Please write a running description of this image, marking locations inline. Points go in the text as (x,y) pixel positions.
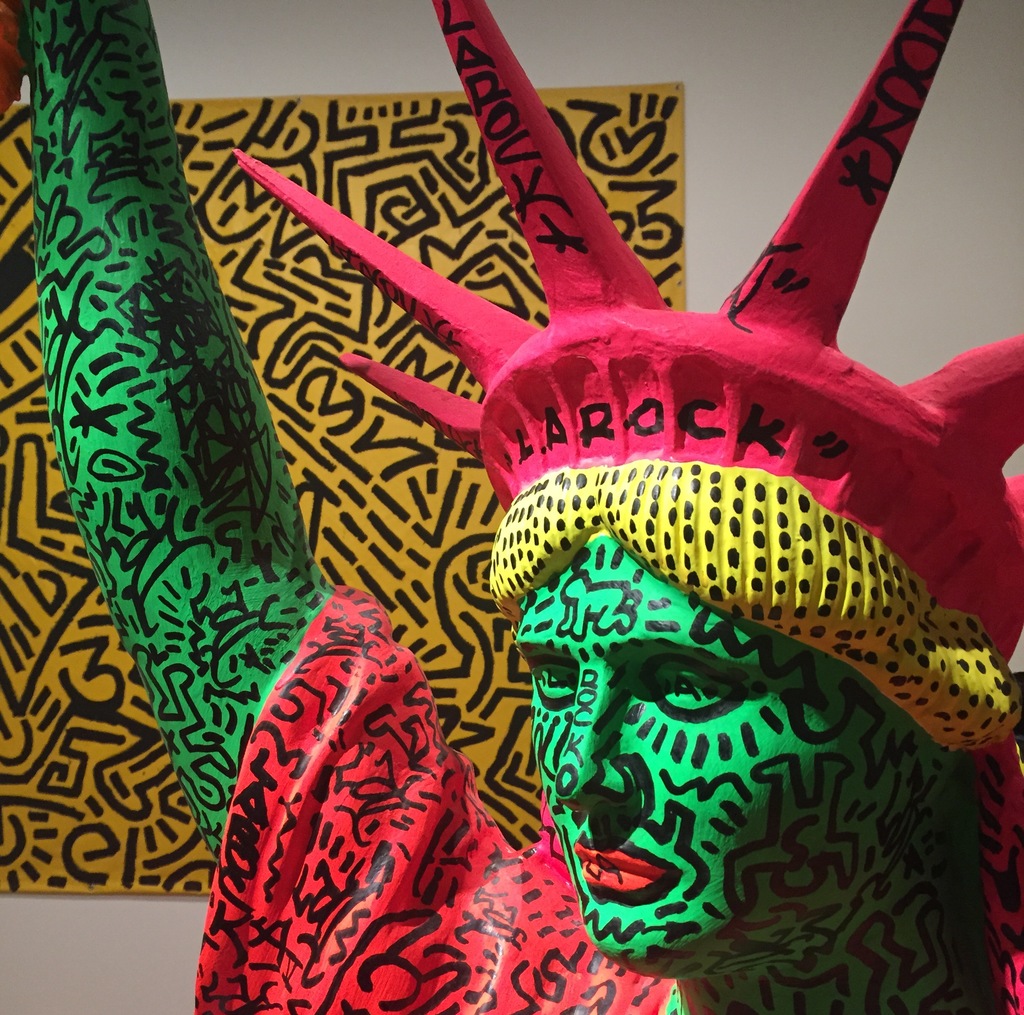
In this image I can see a statue (710,785) of a person (712,670) which is green, red, yellow, pink and black in color. In the background (822,70) I can see the white colored surface (764,121) and a yellow and black colored object (628,118) attached to it.
